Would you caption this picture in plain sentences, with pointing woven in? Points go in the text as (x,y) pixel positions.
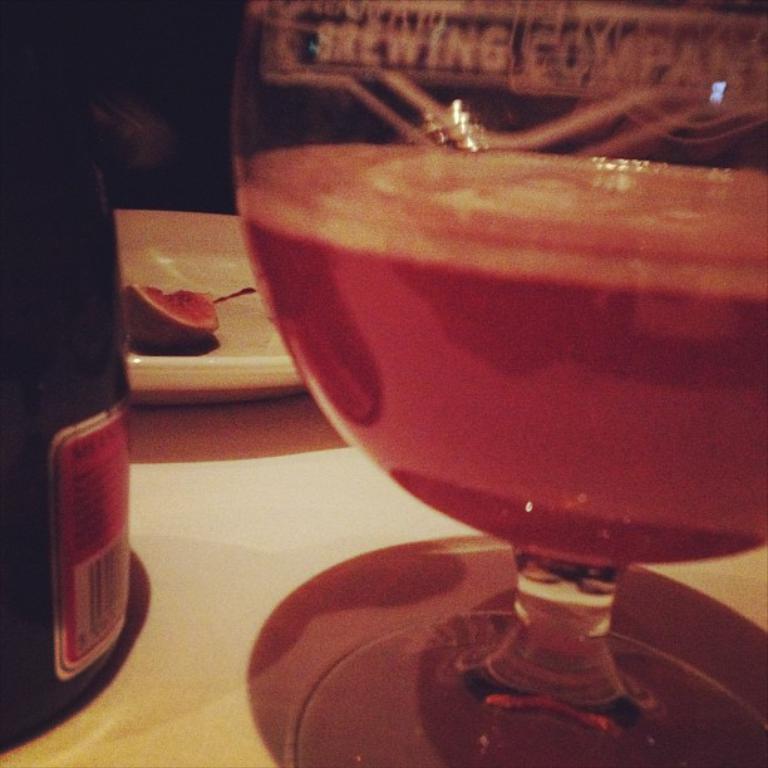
In this image I can see a bottle (40,122), a glass (339,56), a plate (236,368) and in the glass (441,434) I can see liquid (638,385). I can also see an object (206,327) in the plate (236,318) and on the top right side of this image (645,43) I can see something is written.
